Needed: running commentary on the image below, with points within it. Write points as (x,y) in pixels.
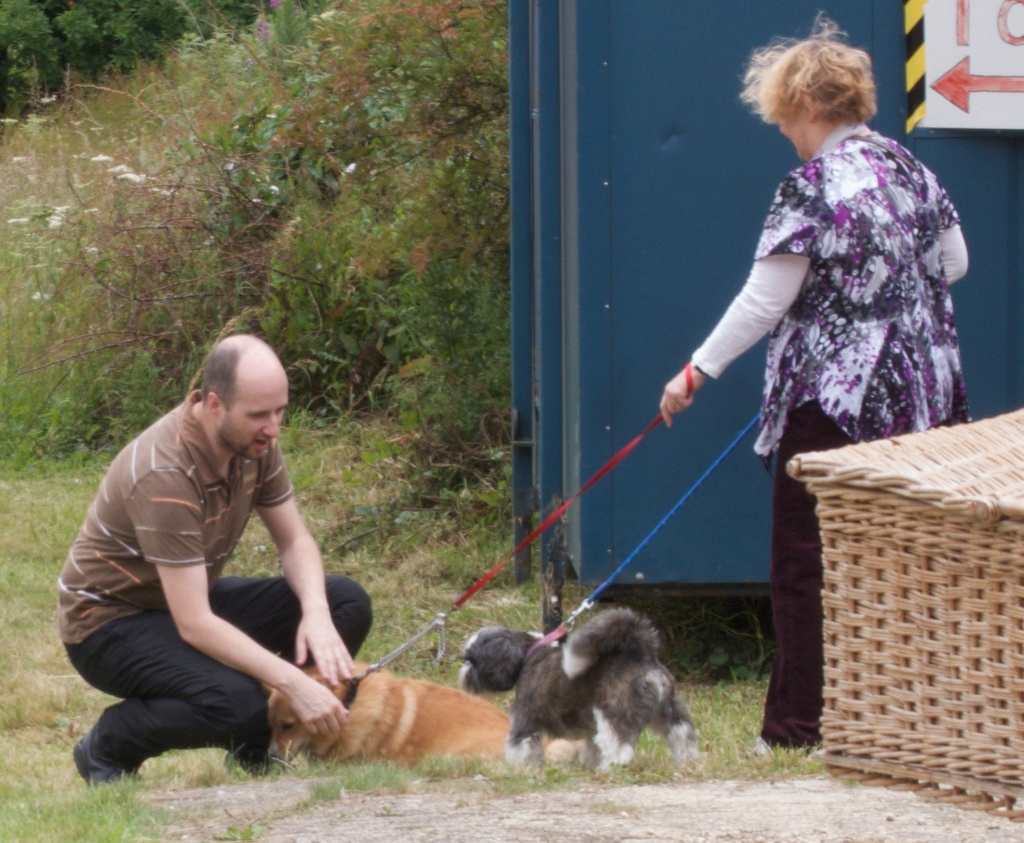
In this image i can see a woman (840,262) standing wearing a purple and black dress (862,277) holding two dogs belt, at left (240,634) there is other man (240,634) crouching wearing a brown shirt (155,543) and black pant (187,667), there are two dogs (440,700) one laying at right (900,649) there is a basket (900,649), at the back ground (637,56) i can see a board (694,126) in blue color and trees (180,183).
